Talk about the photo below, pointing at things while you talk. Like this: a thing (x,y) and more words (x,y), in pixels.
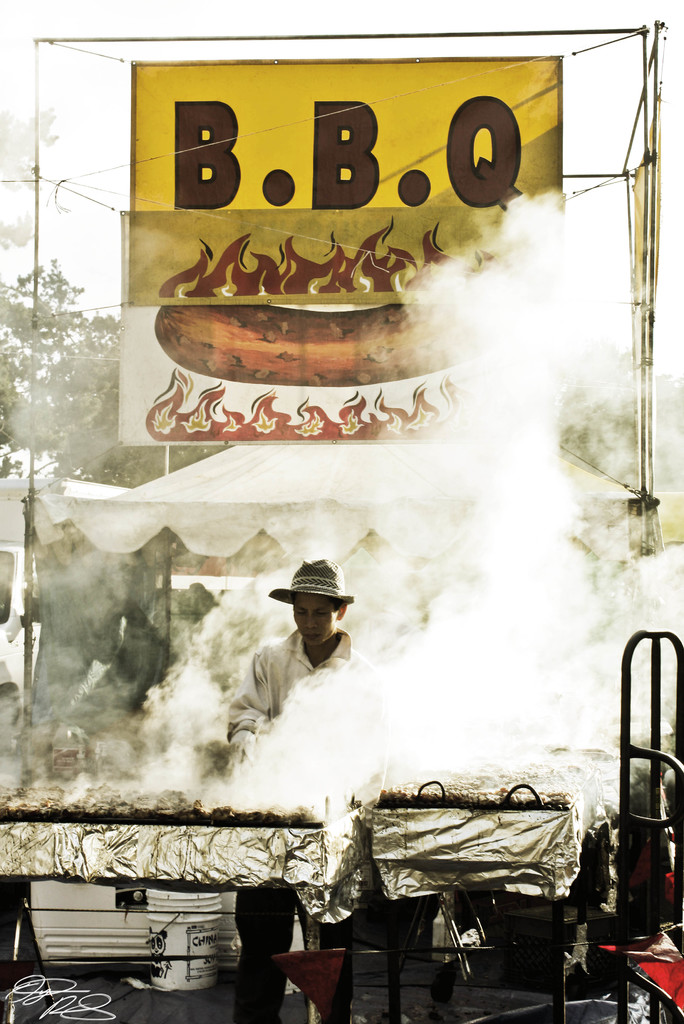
In this image there is a person (252,755) cooking some food (111,814) on the barbecue grill (132,851), beside the person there is another barbecue grill (408,846), at the top of the person (299,668) there is a banner (255,439), behind the person (266,925) there are tents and trees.
